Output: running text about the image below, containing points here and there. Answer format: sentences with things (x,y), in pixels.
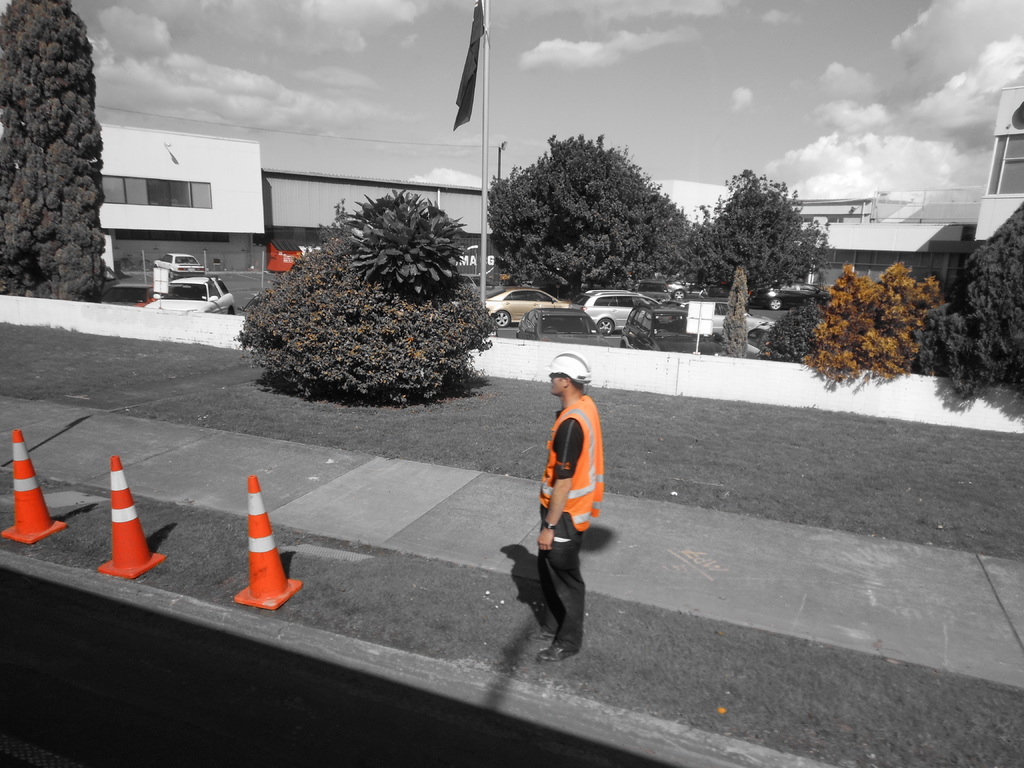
In the image we can see a person (590,471) standing, wearing clothes (581,460), shoes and a helmet (574,368). These are the road cones (257,489), tree (307,274), vehicles (626,303), building (296,209), pole (483,168), flag (467,79) and a cloudy sky (772,91).
